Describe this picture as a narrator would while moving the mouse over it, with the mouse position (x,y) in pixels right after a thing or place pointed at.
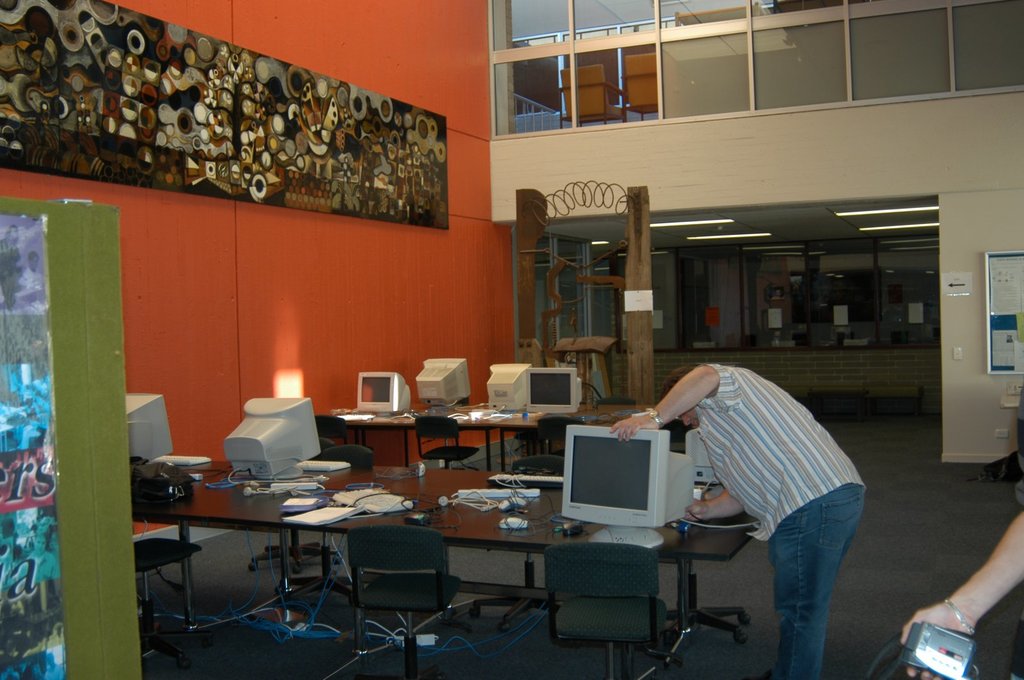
In this image i can see a person (738,410) repairing the desktop (647,463), there are few desktop (302,420) on the table (420,506), there are several chairs (594,575) at the back ground (369,347) there is a wall (495,296), a light (702,239) and a window (709,90).
